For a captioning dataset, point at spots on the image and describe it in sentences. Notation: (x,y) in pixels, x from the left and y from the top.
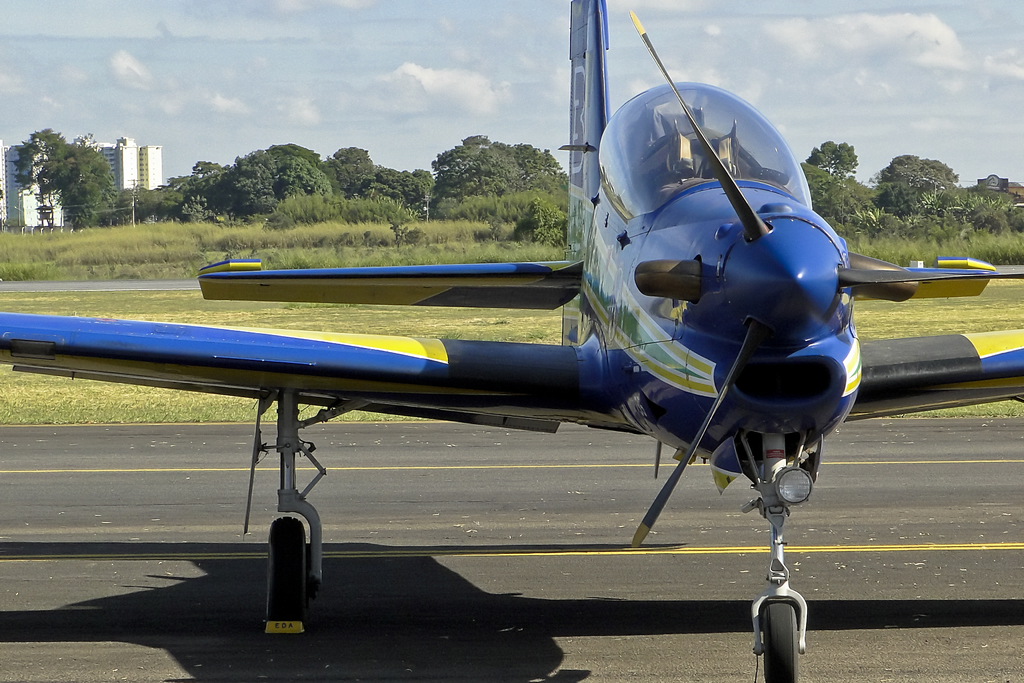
In this picture there is an aircraft (791,242) on the road (440,430). At the back (851,212) there are buildings (3,204), trees (445,188) and poles (134,209). At the top (285,77) there is sky (323,56) and there are clouds (393,89). At the bottom (7,613) there is a road (808,518) and there is grass (360,319).
